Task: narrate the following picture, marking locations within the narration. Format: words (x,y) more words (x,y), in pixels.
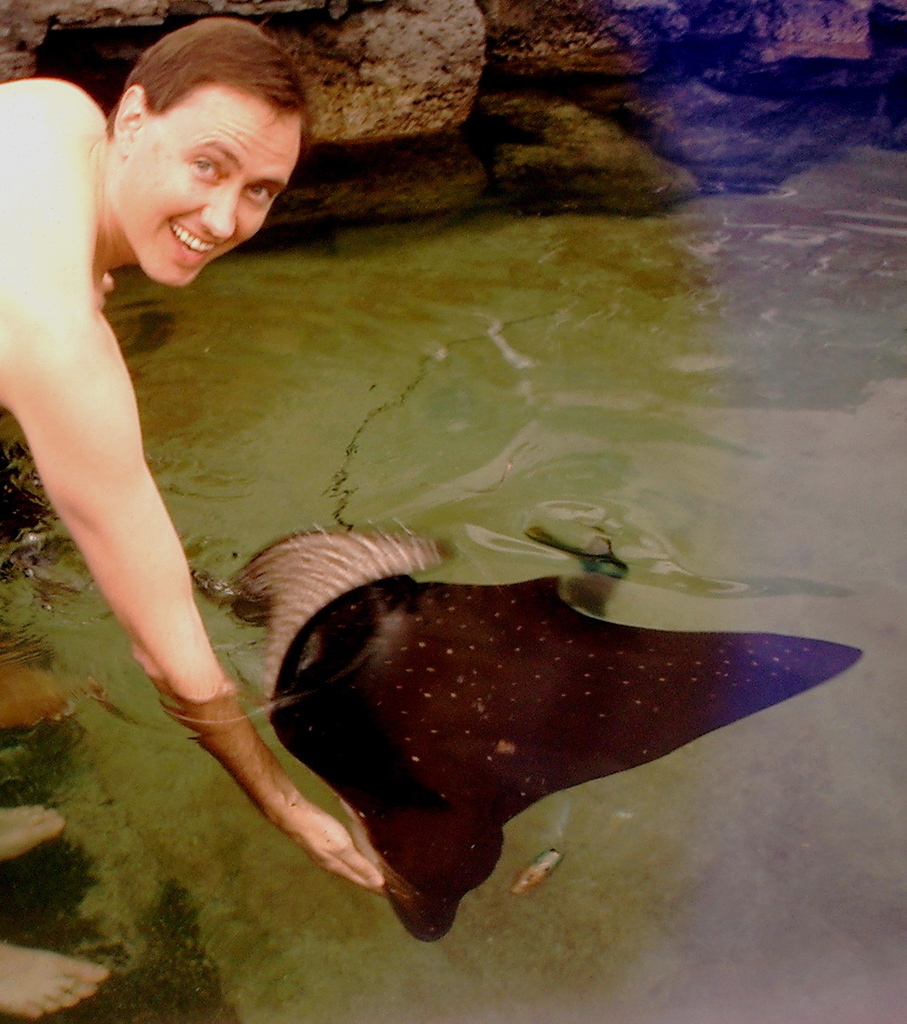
In this image there is a man (45,375) standing touching a ray (344,768) swimming in the water (862,596), behind him there is a stone wall (740,72).
